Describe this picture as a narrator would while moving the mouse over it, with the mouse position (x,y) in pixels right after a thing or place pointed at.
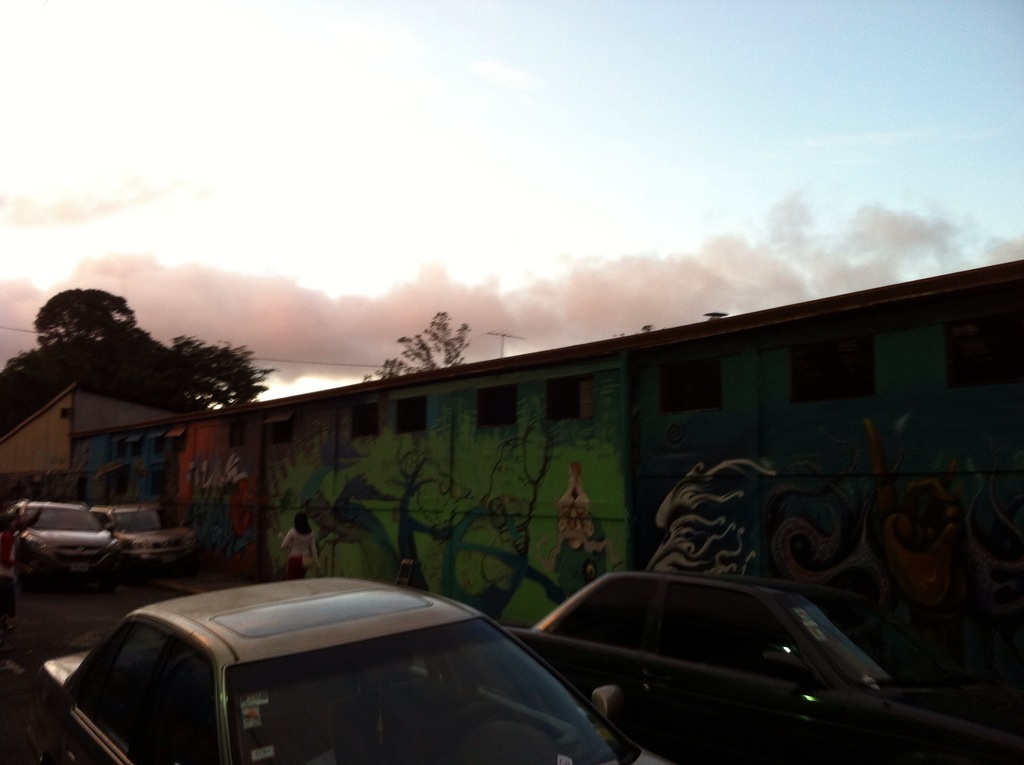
In the foreground of this image (273,655), there are vehicles (236,671) on the road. Behind it, there are graffiti paintings (725,518) on the wall (243,553) and also a woman (300,533) walking on the side path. We can also see trees (206,352) and the sky (616,26) in the background (573,31).
